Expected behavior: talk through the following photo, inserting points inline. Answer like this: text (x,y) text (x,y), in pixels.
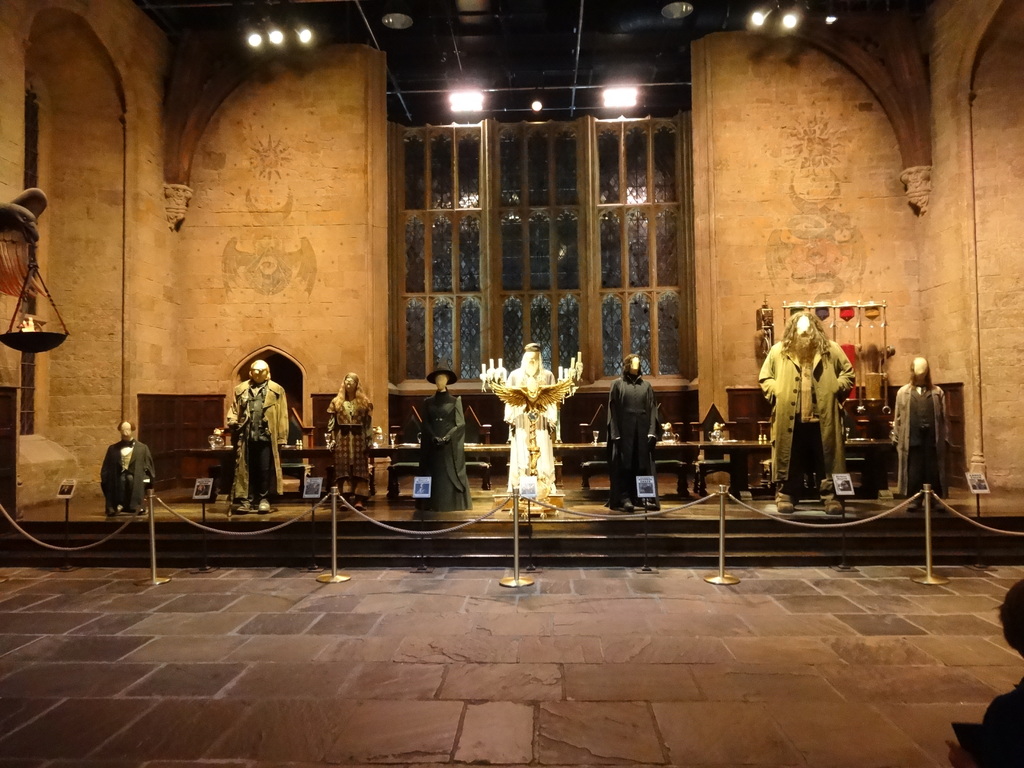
In this picture we can see mannequins (819,350), table (292,450), chairs (767,424), floor (91,659) and in the background (727,422) we can see windows (626,215), wall (723,211), lights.
